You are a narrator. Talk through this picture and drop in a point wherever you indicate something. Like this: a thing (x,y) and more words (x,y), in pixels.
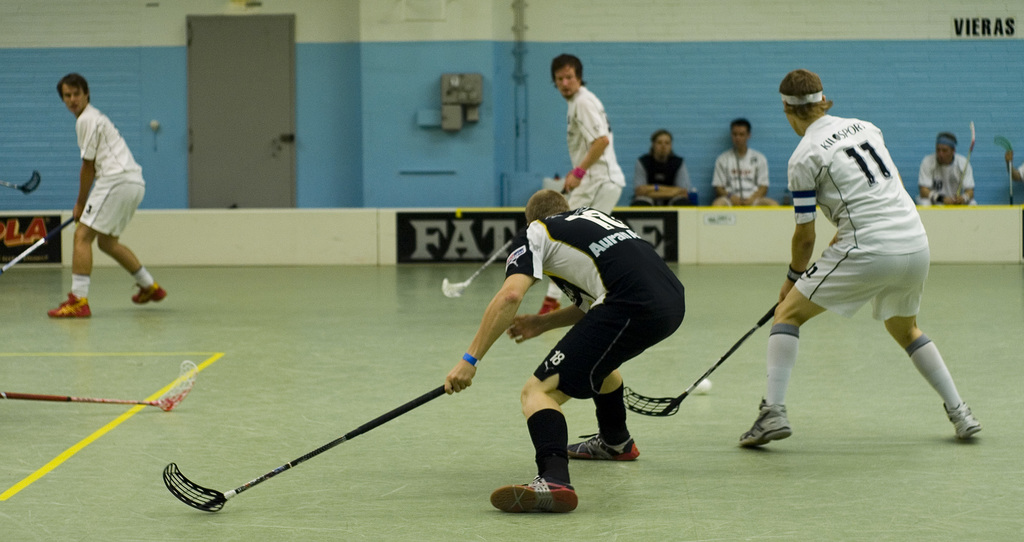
In the picture there are few people (579,350) playing floor ball game and behind them there are other people (939,161) sitting and watching the game.
